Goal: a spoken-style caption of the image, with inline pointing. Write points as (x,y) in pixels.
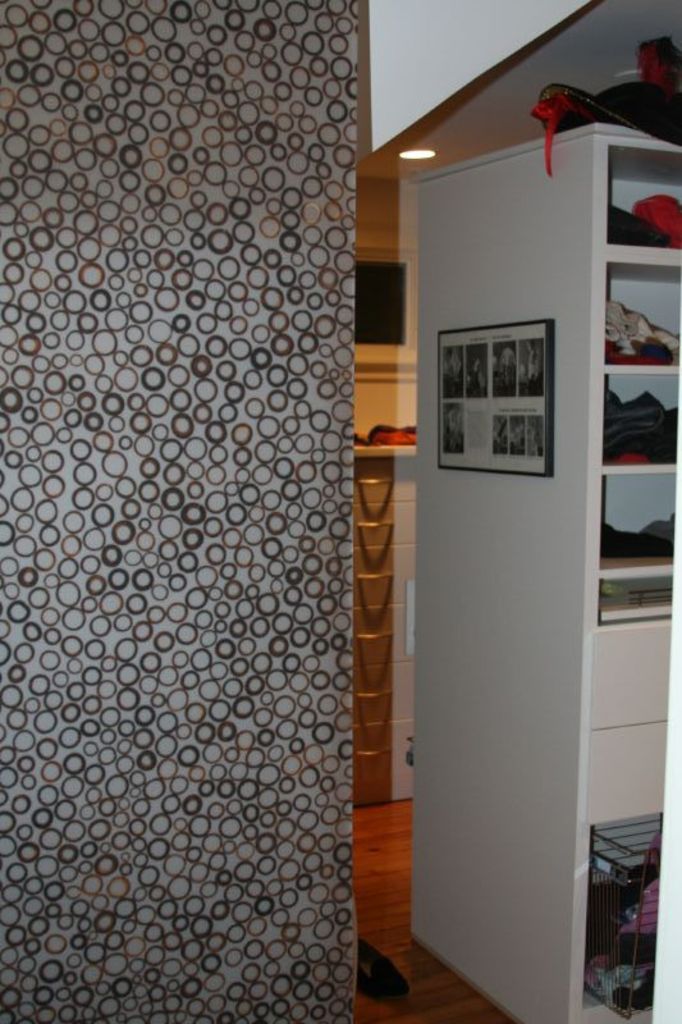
Inside a room (538,479) there is a wardrobe (630,484) and beside the wardrobe (523,798) there is a wall (239,537). Some objects (611,989) are kept in the shelves (617,258) of the wardrobe (612,382) and to its left side there is some photo frame (526,341) attached to the wall (546,202).
